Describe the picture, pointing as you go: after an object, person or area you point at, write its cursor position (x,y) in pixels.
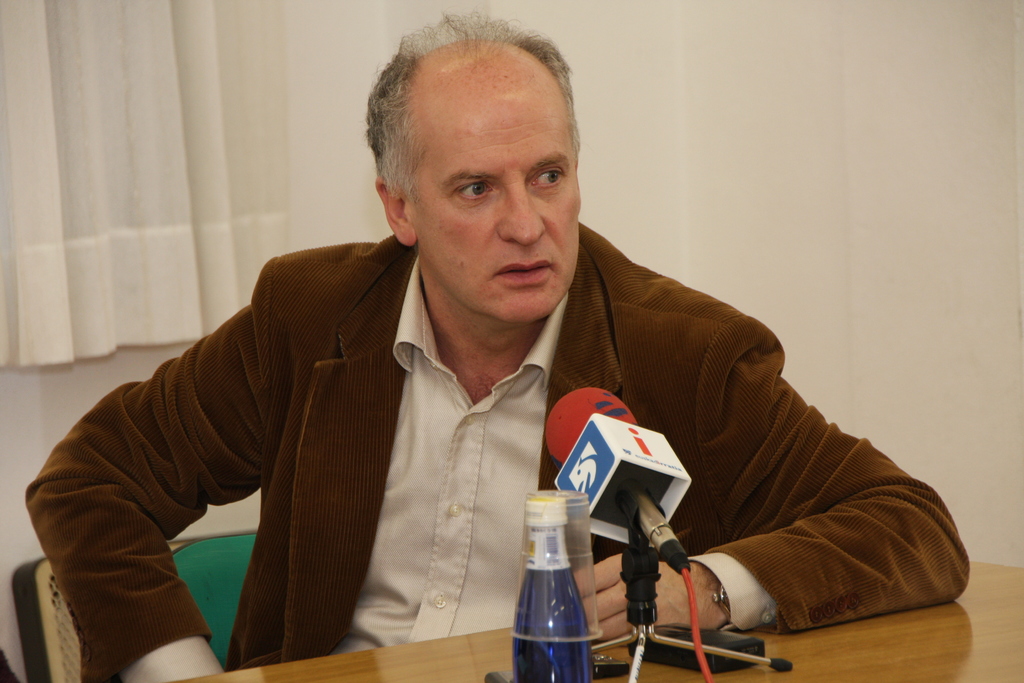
In this picture we can see a man (537,188). This is table (918,646). On the table (922,641) there is a bottle (525,646) and this is mike (580,429). On the background (793,184) there is a wall (842,171) and this is curtain (111,122).
